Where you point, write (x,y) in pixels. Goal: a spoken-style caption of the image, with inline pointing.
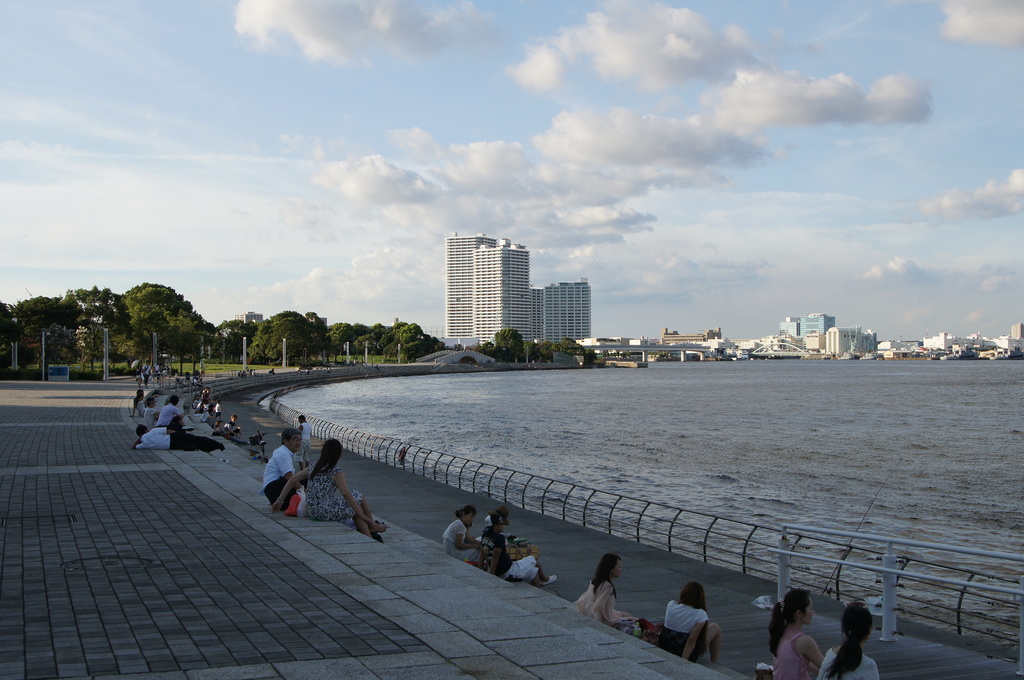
In this image we can see the people (533,563) sitting on the stairs (194,420) and the other person (171,447) lying on the ground (144,453). In front of them we can see a railing (585,519) and water (701,422). In the background (658,343), we can see the buildings (551,312), trees (210,335), poles (106,343) and sky (619,119).
